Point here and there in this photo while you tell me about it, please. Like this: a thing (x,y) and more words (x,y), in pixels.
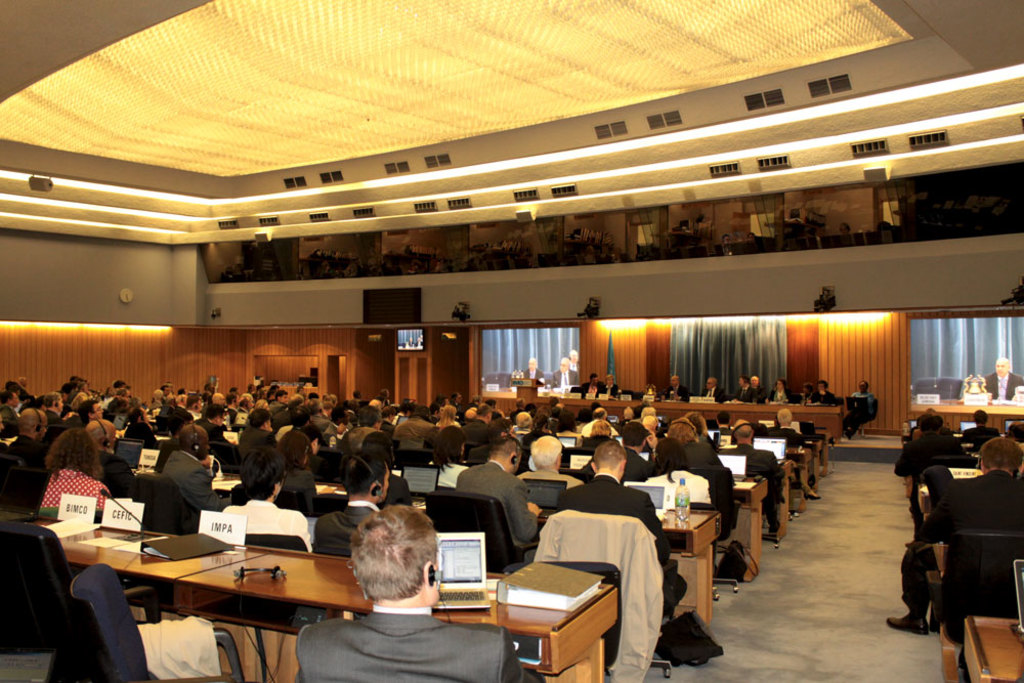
This is an Auditorium (747,394) or Meeting hall (360,386), there are group of people (372,440) attended to this meeting and there is a man (536,361) standing over here giving a speech or explaining about something and the people (364,424) over here are listening to him and there are lights (828,316) at the middle of the image (664,320) and the ceiling (568,116) is of yellow color.
